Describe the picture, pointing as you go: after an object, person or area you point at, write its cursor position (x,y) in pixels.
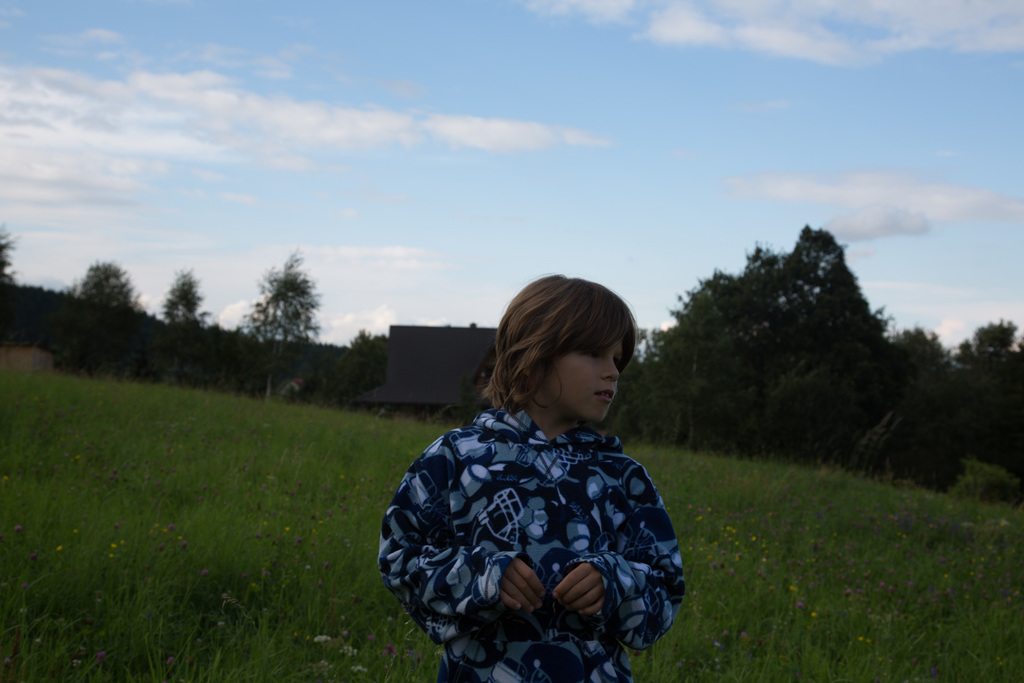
In this image in the front (525,482) there is a boy (548,523). In the background (313,388) there are trees (156,358), there is a building (425,361) and there is grass (324,435) and the sky (767,141) is cloudy.
